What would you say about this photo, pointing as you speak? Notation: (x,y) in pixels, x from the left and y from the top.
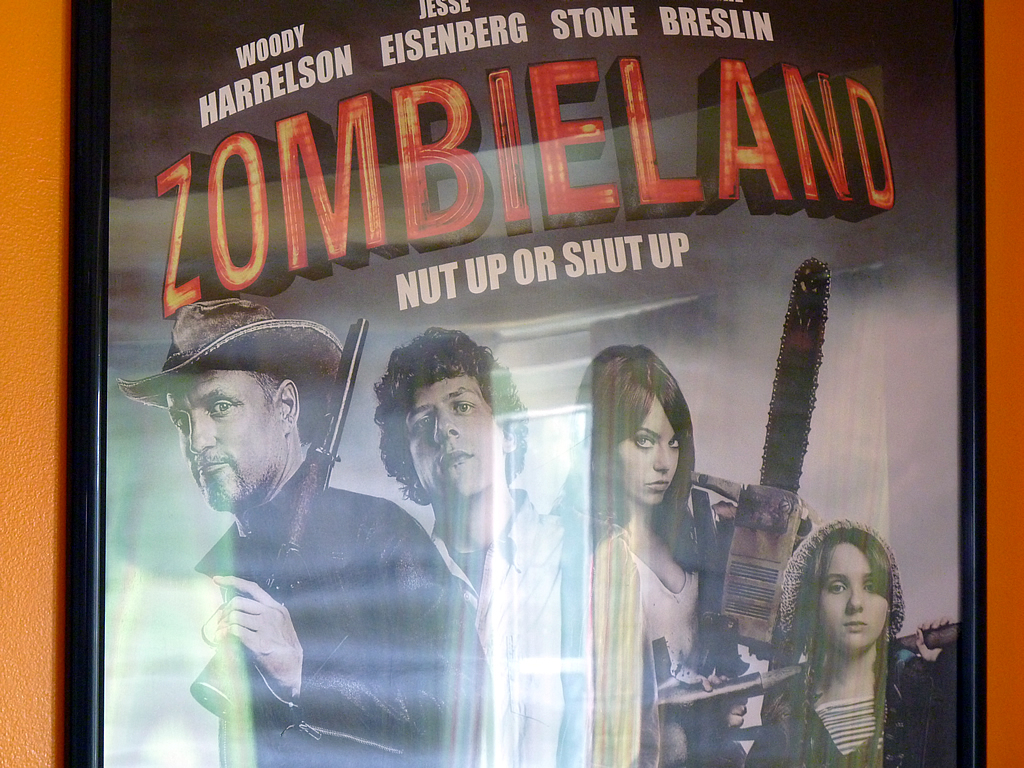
In this image we can see one board (107,549) with text (228,154) and images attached to the wall (17,291).
